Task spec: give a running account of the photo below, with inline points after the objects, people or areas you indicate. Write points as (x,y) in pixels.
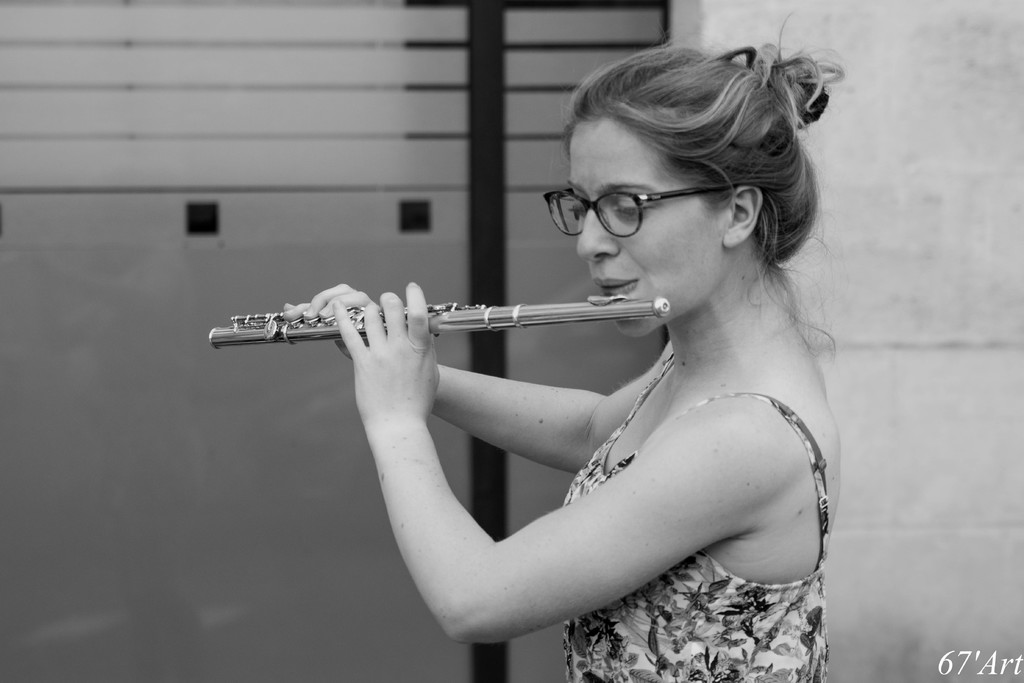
In this picture we can see a woman (763,556), she is holding a musical instrument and in the background (860,607) we can see a wall (877,609), in the bottom right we can see some text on it.
